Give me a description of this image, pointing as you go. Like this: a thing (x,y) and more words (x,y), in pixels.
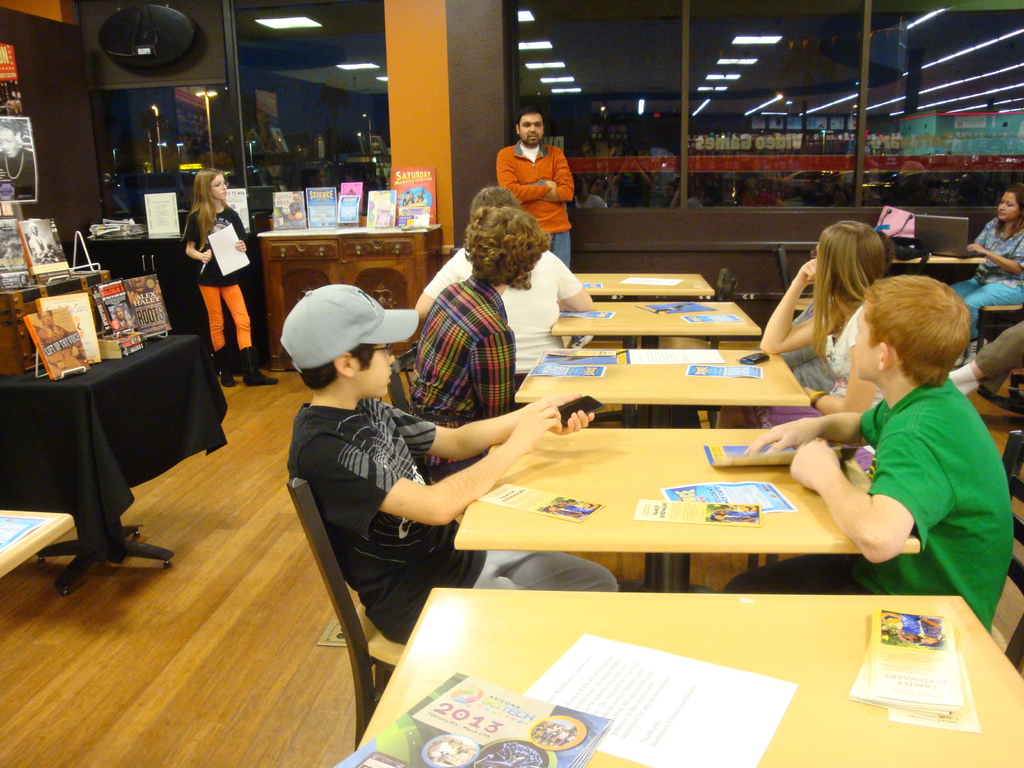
In this picture we can see a group of people (531,243) where some are sitting and listening to the person (534,128) standing over here and beside to him there is a girl (236,313) holding paper (233,250) and in front of them there is table (650,449) and on table (646,468) we can see papers (634,670) and on right side (1001,288) we can see woman (971,251) sitting and in front of her there is laptop (937,225), bag (890,218) in the background (720,78) we can see glass (775,64), lights (902,97), cards (378,191), cupboards (330,240), wall (80,175), cloth (120,374).
